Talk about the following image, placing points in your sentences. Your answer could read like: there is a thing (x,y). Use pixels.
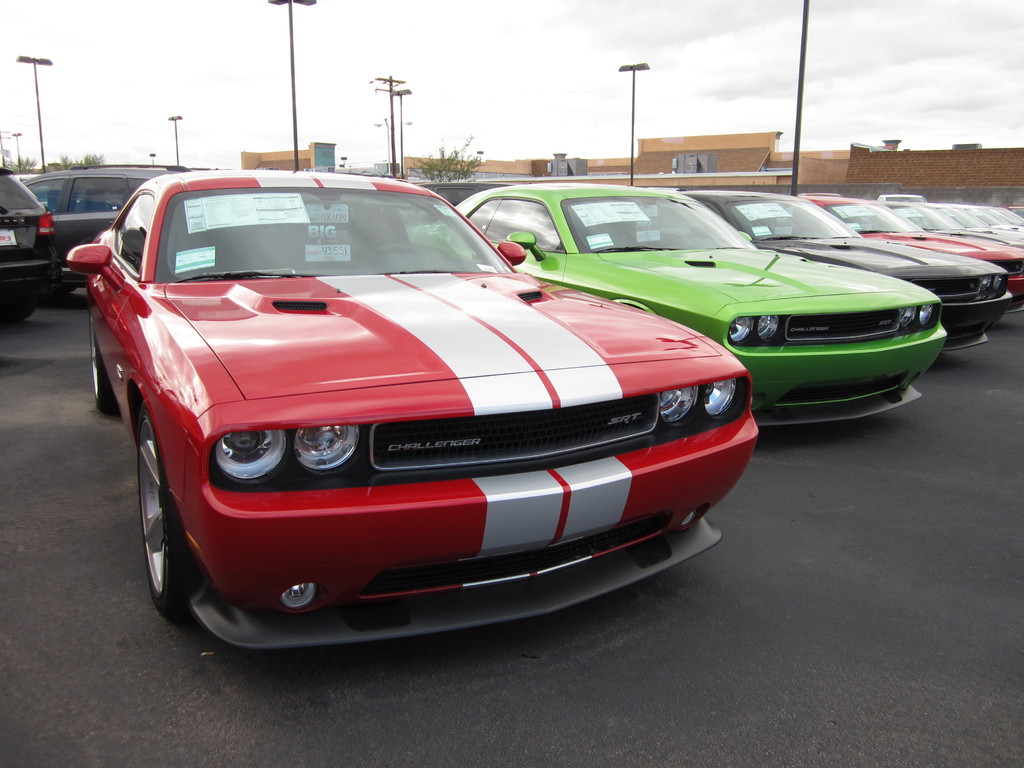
In this image we can see cars (540,359) parked on the road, street poles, street lights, trees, buildings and sky (552,65) with clouds (169,76).
